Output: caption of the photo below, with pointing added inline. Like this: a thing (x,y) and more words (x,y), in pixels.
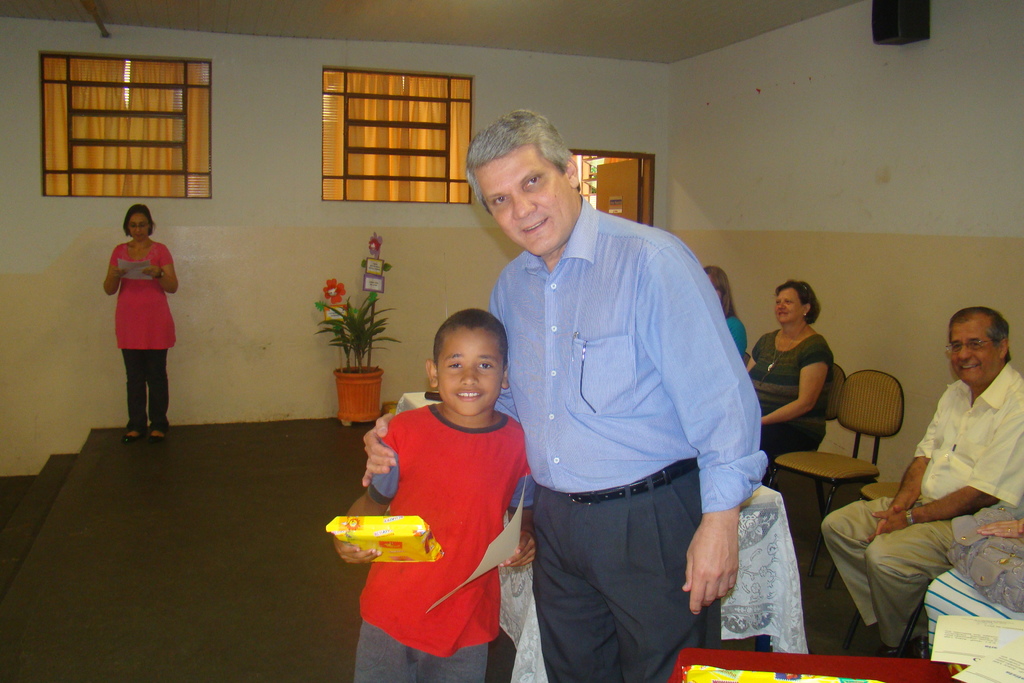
In the image we can see there are many people (561,482) wearing clothes (556,578). Some are standing and the rest people (930,484) are sitting. This is a plant pot (369,358), window (358,150), door (624,183), floor (248,540), wall (277,341) and an object (407,556). There are chairs (818,455) and a table (762,537).
